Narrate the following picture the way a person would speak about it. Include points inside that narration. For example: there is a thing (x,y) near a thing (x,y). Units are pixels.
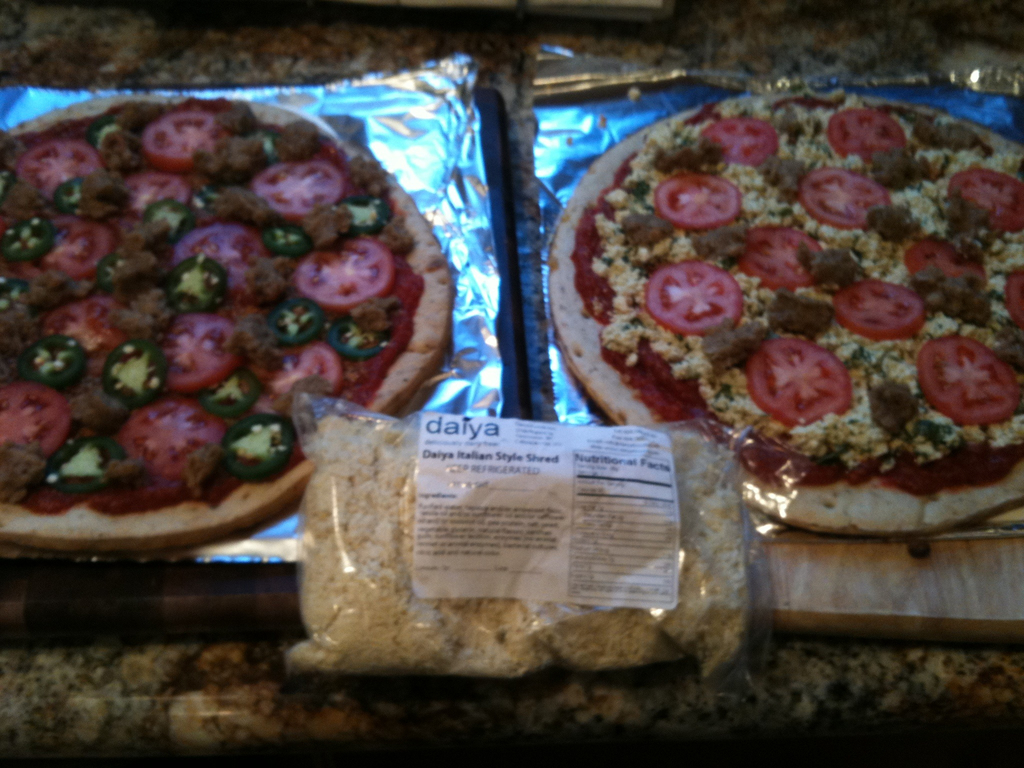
In this picture we can see pizzas (552,265) and some food (405,601) in the plastic cover (483,543).
